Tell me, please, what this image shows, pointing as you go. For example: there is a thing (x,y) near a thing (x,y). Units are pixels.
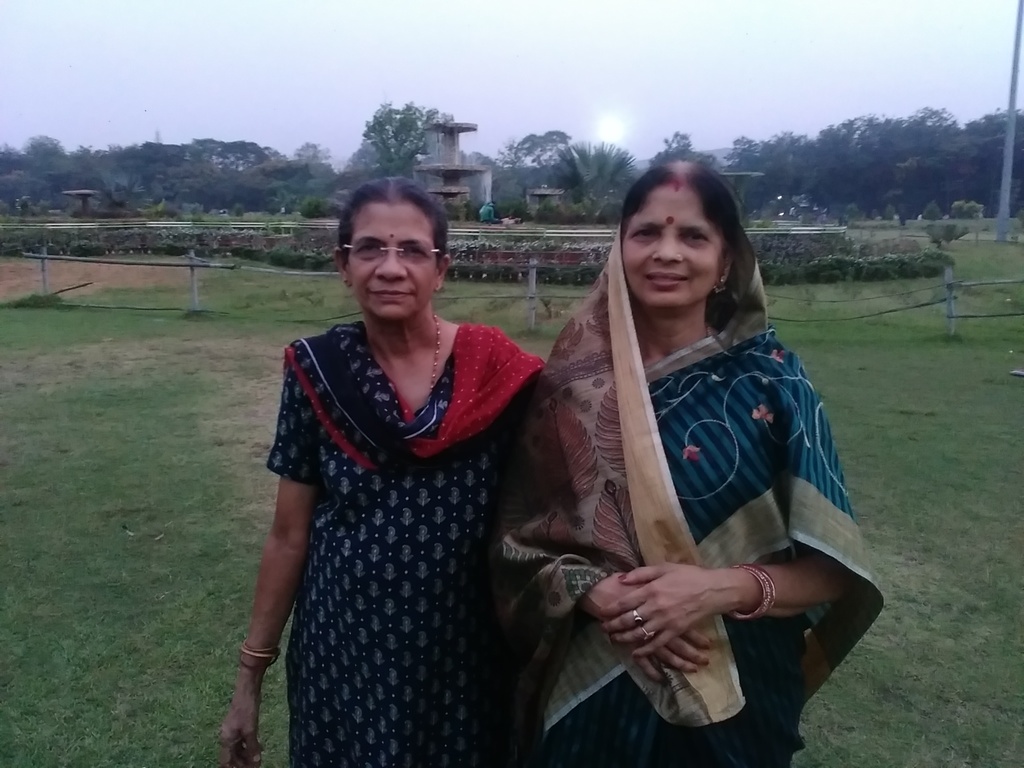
In this image we can see two women (506,498) standing on the ground (103,500), in the background (227,266) there is a fence (202,265), plants (776,258), a fountain (456,154), trees (496,191) and the sky (500,70).
